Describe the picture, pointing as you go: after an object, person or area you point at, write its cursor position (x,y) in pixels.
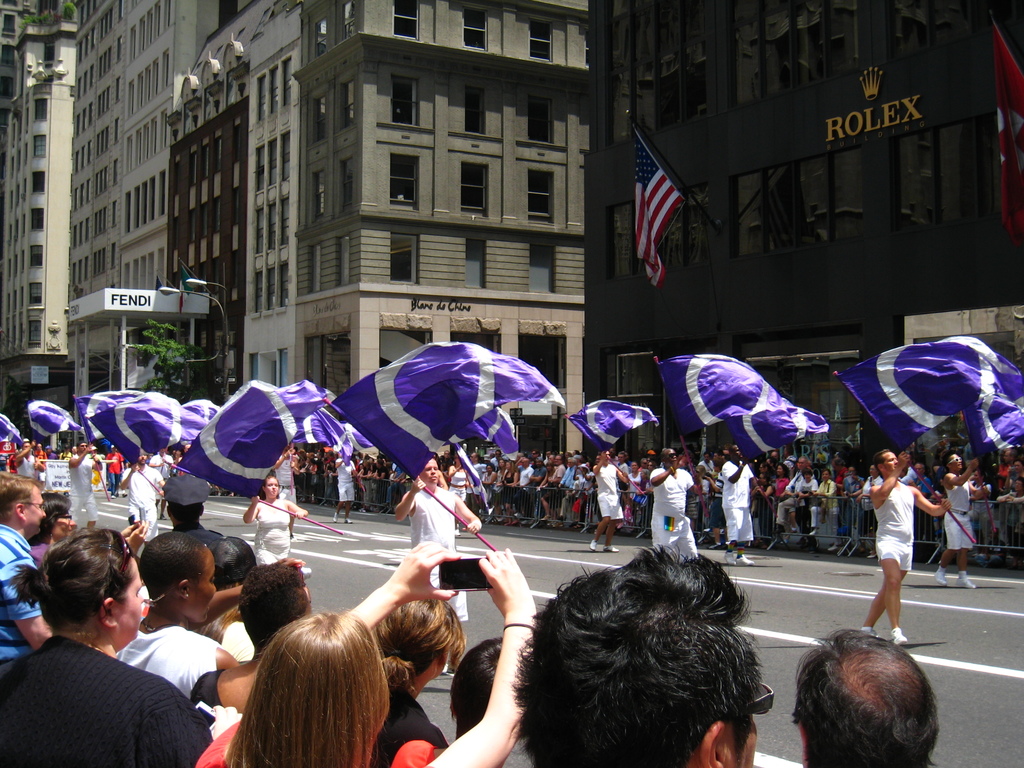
In this image in the center (419,493) there are some people (155,482) who are holding some flags (246,483) and walking, and there are some people (724,673) who are standing and some of them are holding mobiles (453,580). In the background (281,283) there are some buildings (408,260), trees (189,349), poles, street lights (225,318) and flag (648,189) and one pole (689,188).
